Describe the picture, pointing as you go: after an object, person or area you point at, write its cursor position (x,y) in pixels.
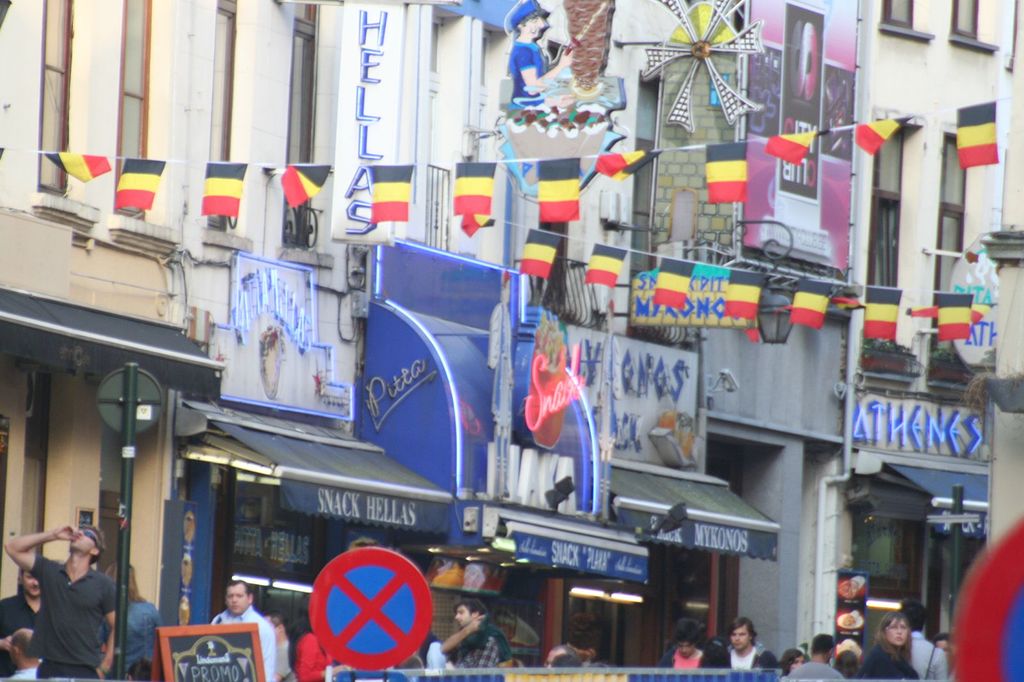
In the foreground of this image (394,584), there are sign boards (998,634). In the background (783,640), there are persons (763,664), a pole (120,551), buildings (178,159), tents (707,503), bunting flags (398,189) on the top (566,185) and a banner (794,83).
